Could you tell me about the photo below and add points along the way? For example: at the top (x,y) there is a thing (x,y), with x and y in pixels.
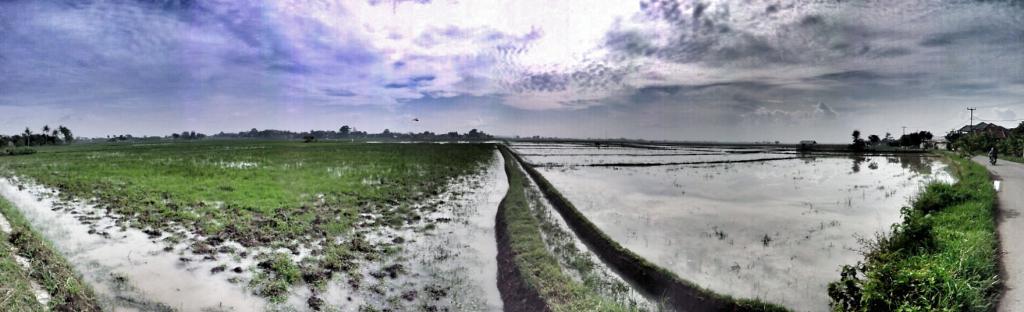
In this image at the bottom (554,228) there are some plants (277,216) and some water (767,227), and on the right side (978,132) there are some poles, trees (982,145), houses (978,132) and vehicle (995,158). And on the vehicle (993,156) there are some persons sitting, and at the top (260,71) there is sky (386,111) and in the background (108,138) there are some trees (39,138).
